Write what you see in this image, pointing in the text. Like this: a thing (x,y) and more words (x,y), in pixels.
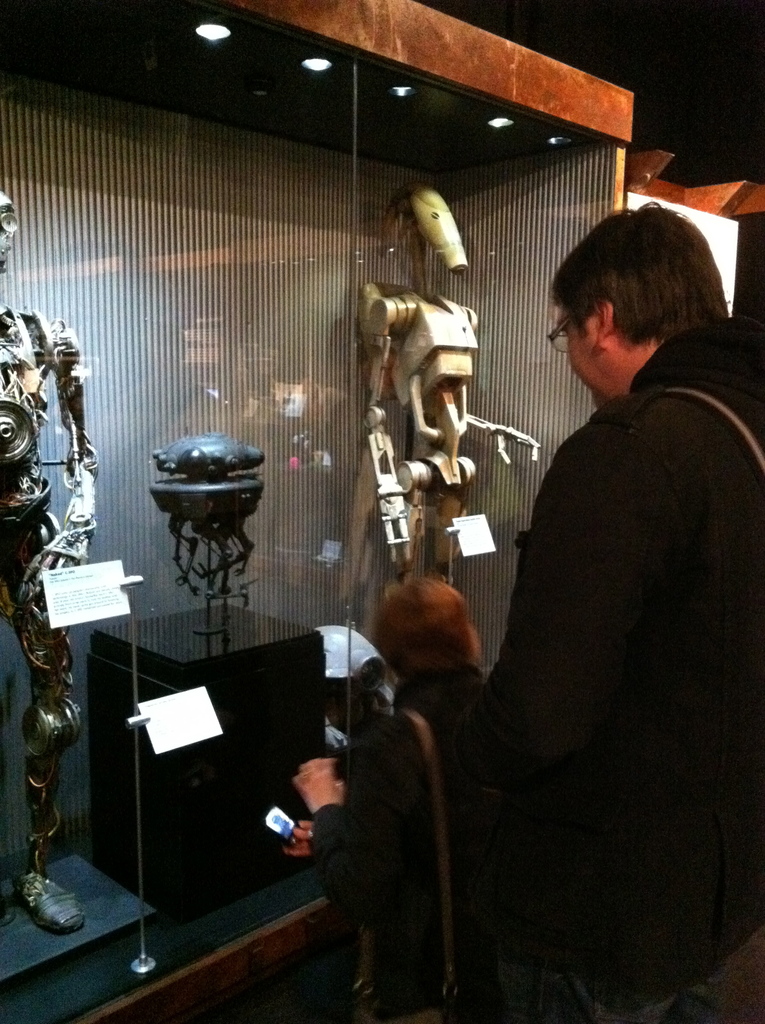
In this image I can see a man (576,609) is standing. Here I can see robots (33,421) and some other objects (97,764). I can also see lights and a glass wall (492,489).
